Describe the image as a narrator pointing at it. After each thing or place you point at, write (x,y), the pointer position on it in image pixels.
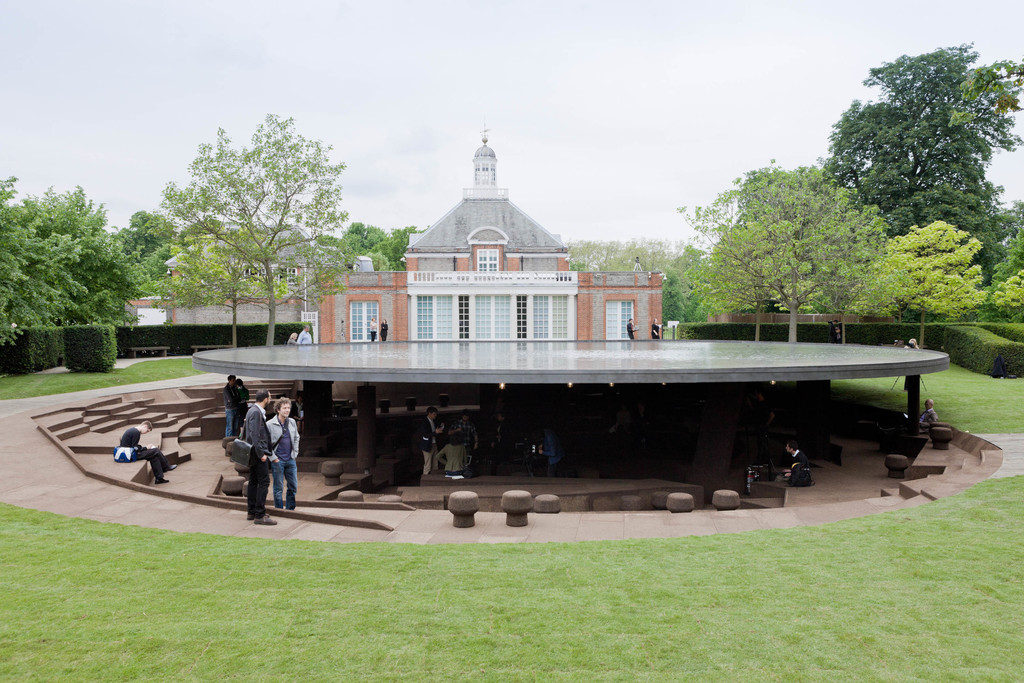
In the foreground of this image (543,625), there is grassland (502,632). In the middle (617,379), it seems like a shelter (551,374) where people (449,457) are under it. We can also see few (295,468) are standing and few (150,452) are sitting on the stairs (150,398). In the background (512,252), there is a building (459,283), shrubs (182,329), trees (264,223) and the sky (654,103).
